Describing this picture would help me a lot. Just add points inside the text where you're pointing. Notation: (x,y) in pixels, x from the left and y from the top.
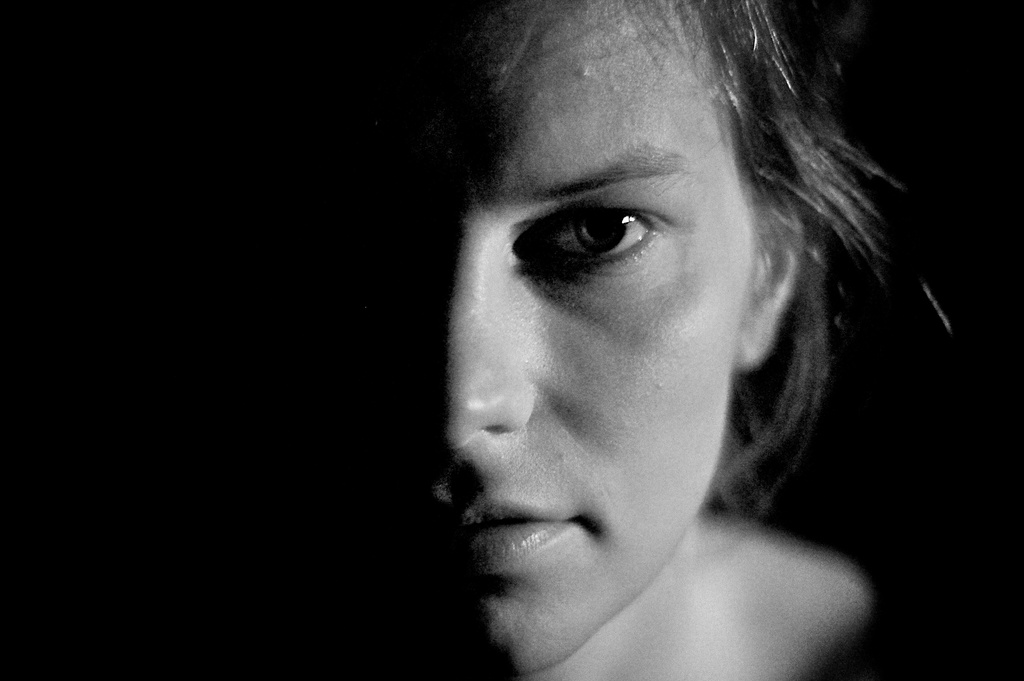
This is a black and white image. I can see the face (534,552) of a person (524,328). There is a black background (184,95).
